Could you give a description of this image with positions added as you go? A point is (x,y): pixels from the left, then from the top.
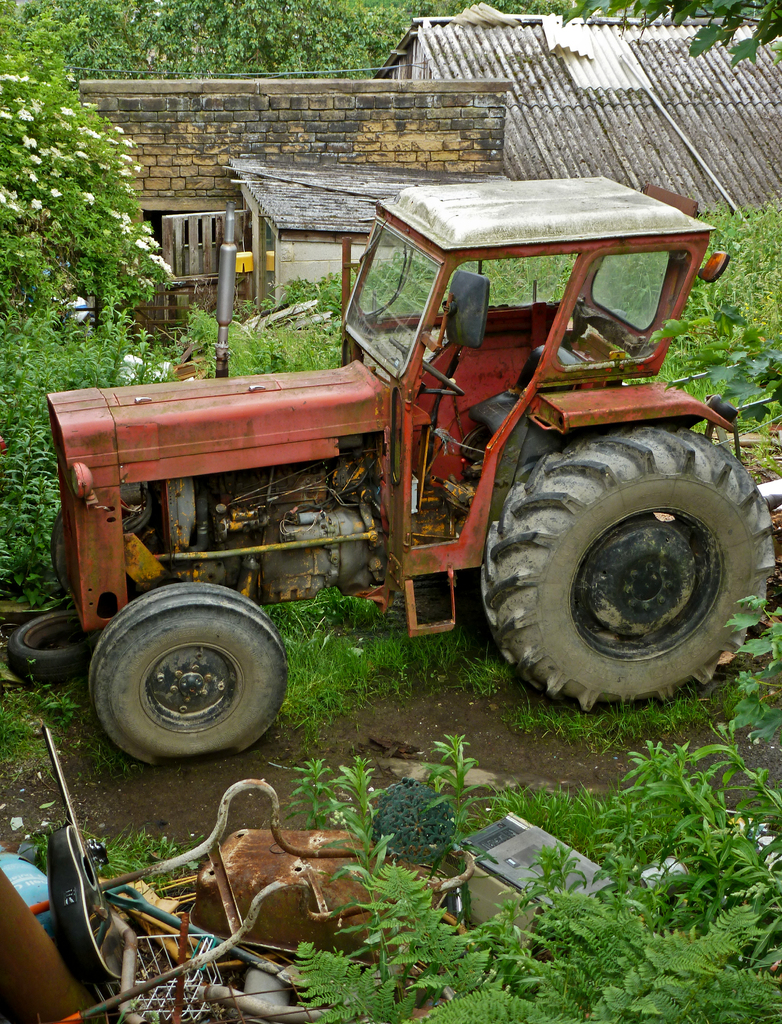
In the picture I can see a tractor (157,756) on the ground (372,683), here I can see few objects (494,906), plants (774,909), grass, stone wall (478,104), house roof (439,75) and the trees (89,4) in the background (76,216).
